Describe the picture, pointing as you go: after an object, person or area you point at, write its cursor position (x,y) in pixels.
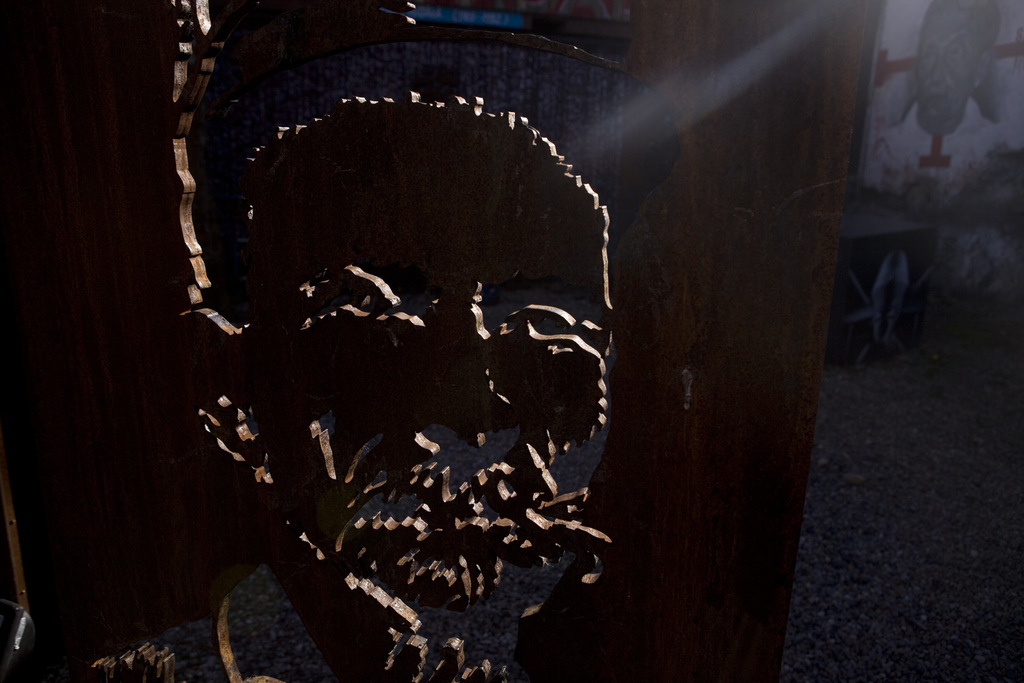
In this image there is a wooden board (750,541). There is a face (459,402) of a person (408,420) carved on the wooden board (408,420). To the right (894,165) there is a wall (903,153). There is a painting (939,115) of a person (926,117) on the wall (909,175).
